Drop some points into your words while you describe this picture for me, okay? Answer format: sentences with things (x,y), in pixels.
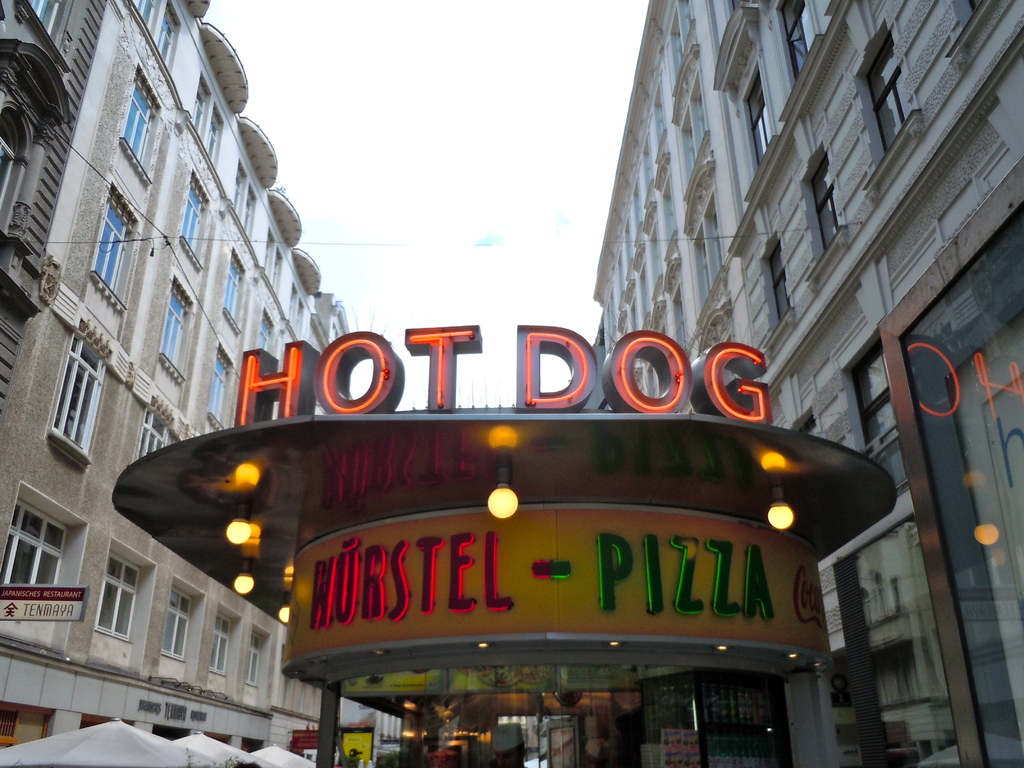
In this image there are buildings (877,274). At the bottom (522,655) there is a store (588,580) and we can see lights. In the background (450,178) there is sky (458,161). On the left (160,737) there are tents (182,745).
